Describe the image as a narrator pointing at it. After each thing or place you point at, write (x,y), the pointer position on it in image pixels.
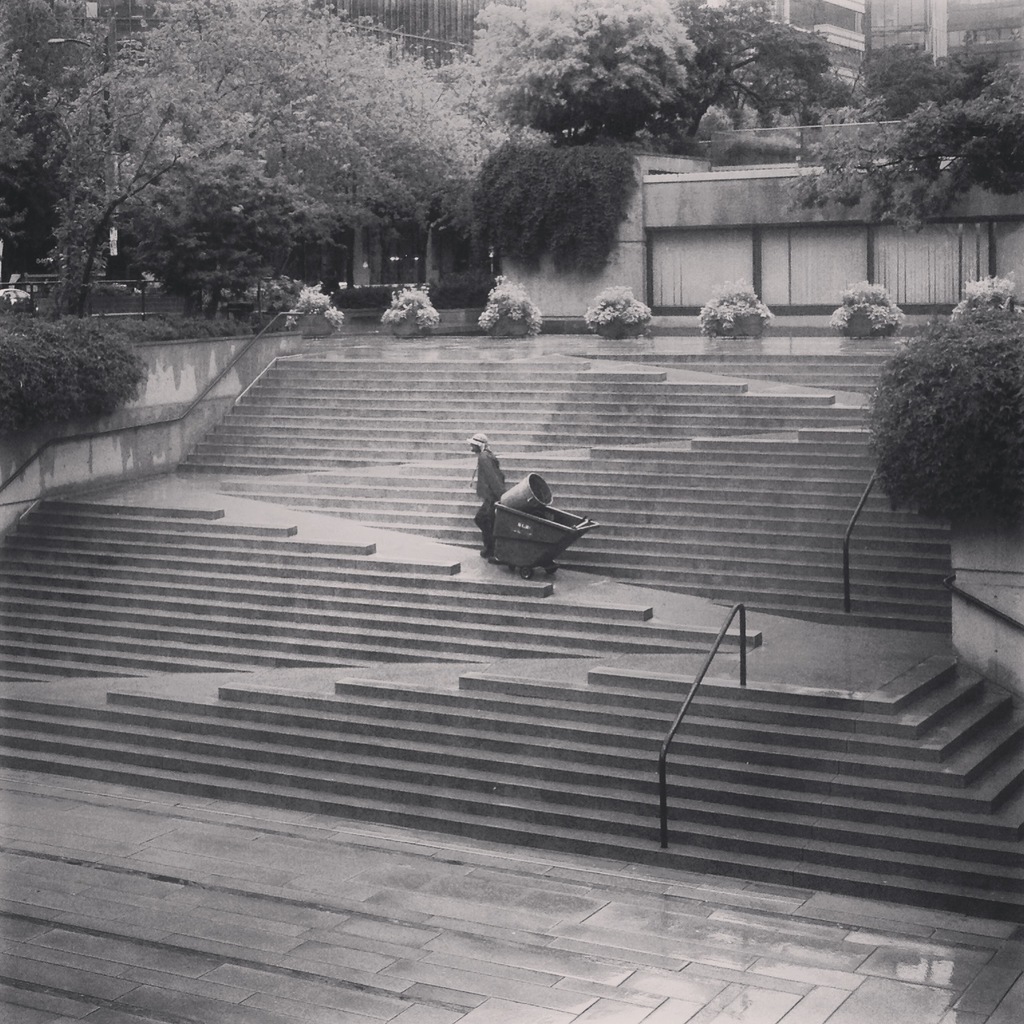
In this black and white image there is a person (493,470) holding a trolley (515,510) and walking on the stairs (339,447). In the background (981,121) there are buildings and trees (289,154).
